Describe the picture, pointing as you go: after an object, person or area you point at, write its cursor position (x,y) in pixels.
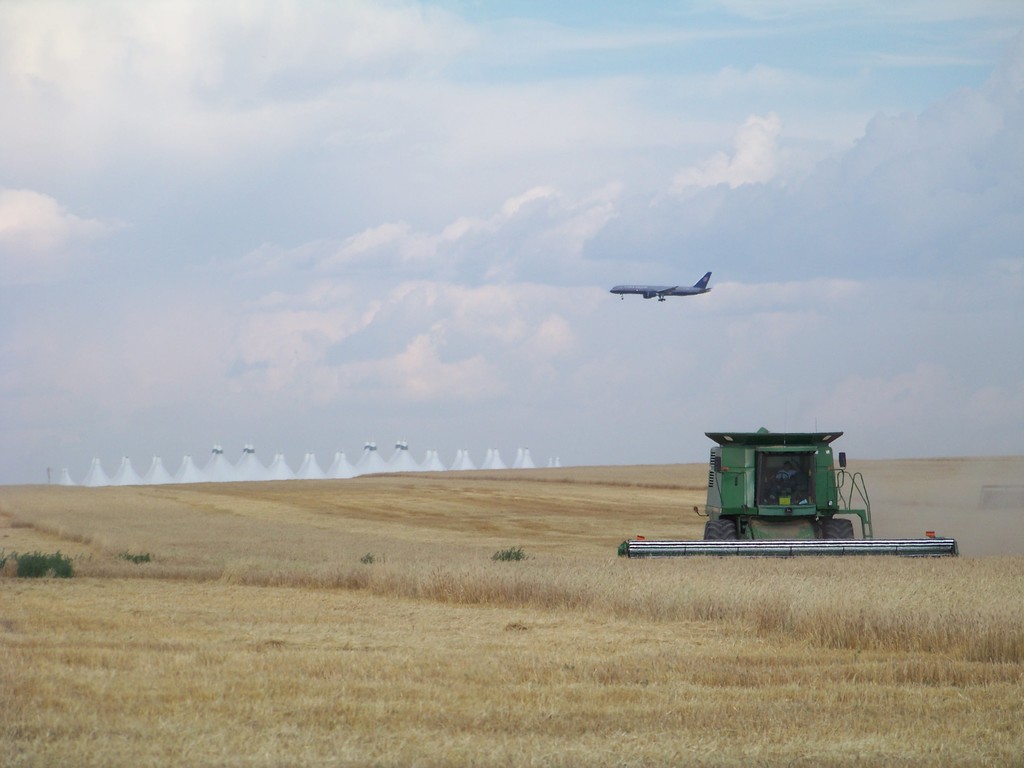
On the right side (811,439), there is a vehicle (823,516) on the ground (377,600), on which there is dry grass (600,602). In the background (720,290), there is an airplane (674,287) flying in the air (575,304), there are white color tent roofs (524,457) and there are clouds (72,5) in the sky (585,41).
